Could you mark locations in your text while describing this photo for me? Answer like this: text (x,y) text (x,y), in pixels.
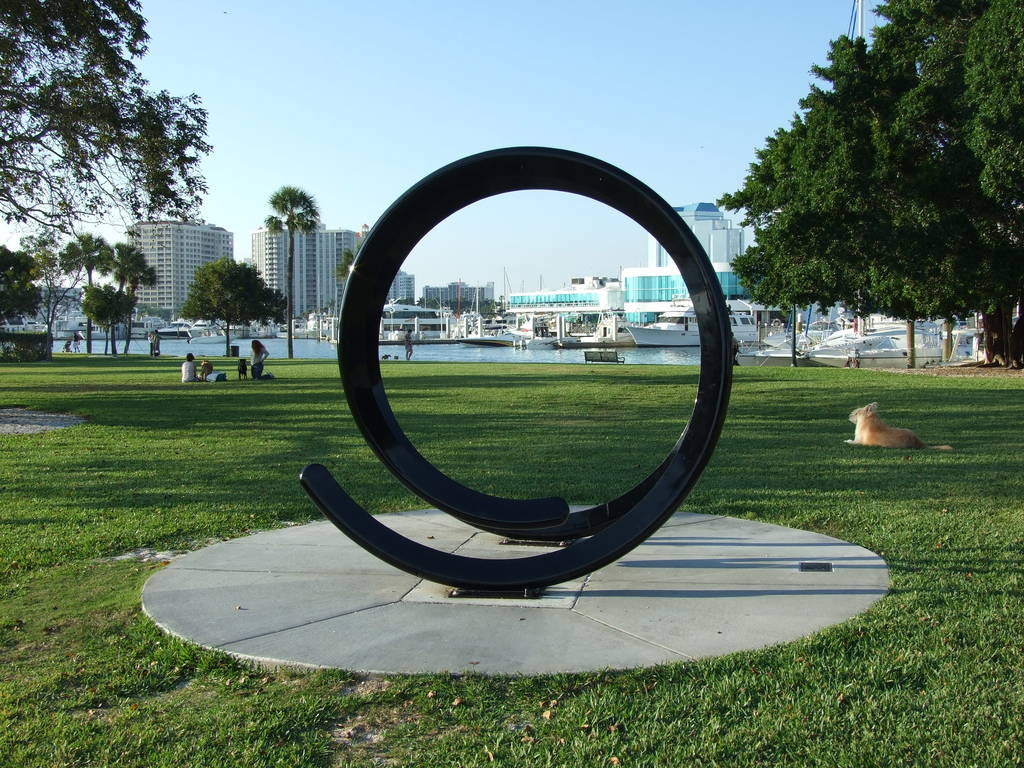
In this image we can see many buildings (174,244), there are boats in the water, there are trees (57,104), there is a pole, there are persons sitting on the ground (160,355), there is an animal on the grass (425,406), in front (347,360) there is a sculpture (388,267), there is a sky (399,80).
